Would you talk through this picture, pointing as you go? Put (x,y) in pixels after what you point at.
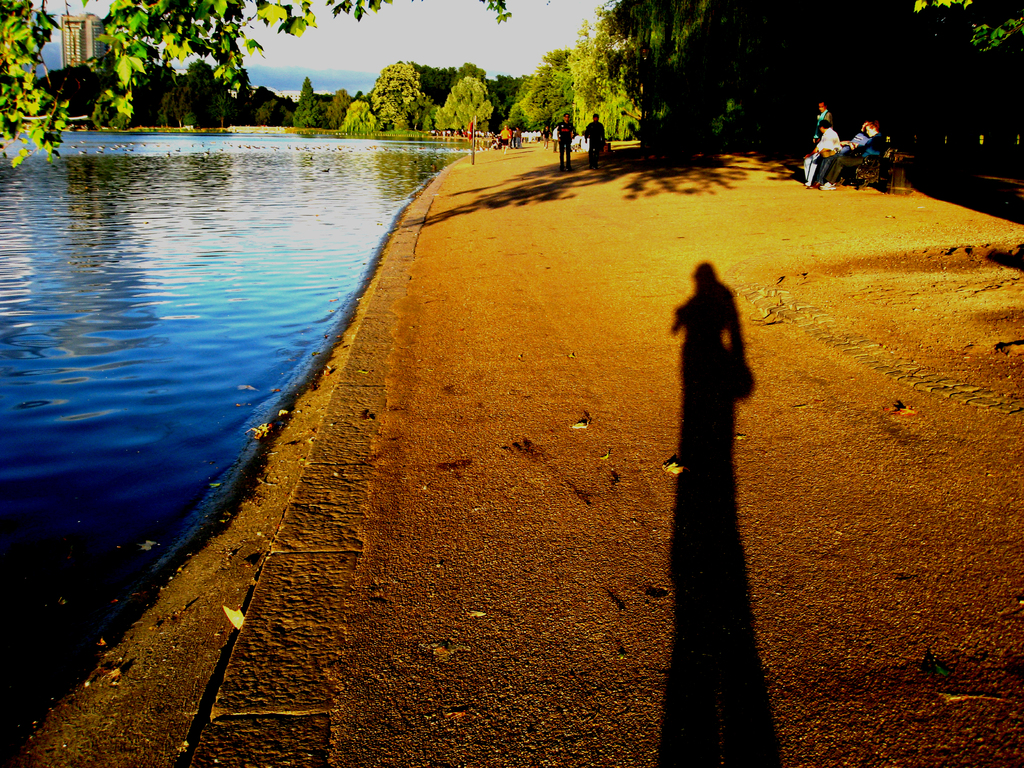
In the picture we can see water (46,473) around it, we can see a path (948,490) with some people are sitting on the benches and behind them, we can see plants (651,131) and trees (605,87) and in the background (326,60) we can see a tower building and sky (59,64) with clouds (59,49).
